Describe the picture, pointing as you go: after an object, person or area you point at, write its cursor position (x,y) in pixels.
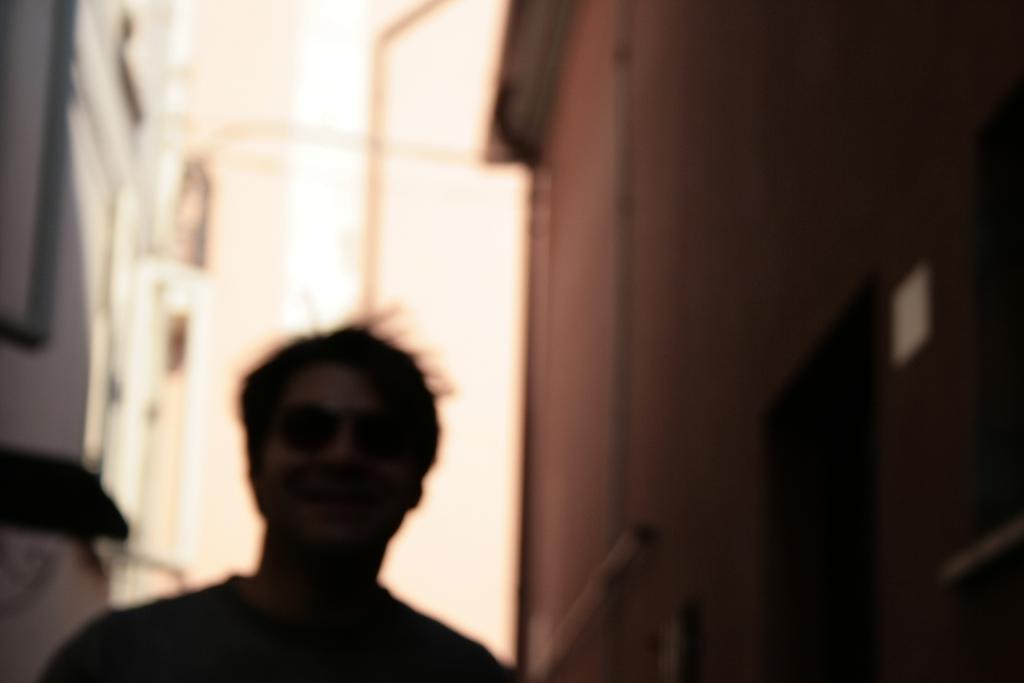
In this picture there is a man (336,461) smiling and giving a pose in the front side of the image (250,615). Behind there is a blur background (159,208) and on the right side (747,309) there is a big brown wall (745,326).
